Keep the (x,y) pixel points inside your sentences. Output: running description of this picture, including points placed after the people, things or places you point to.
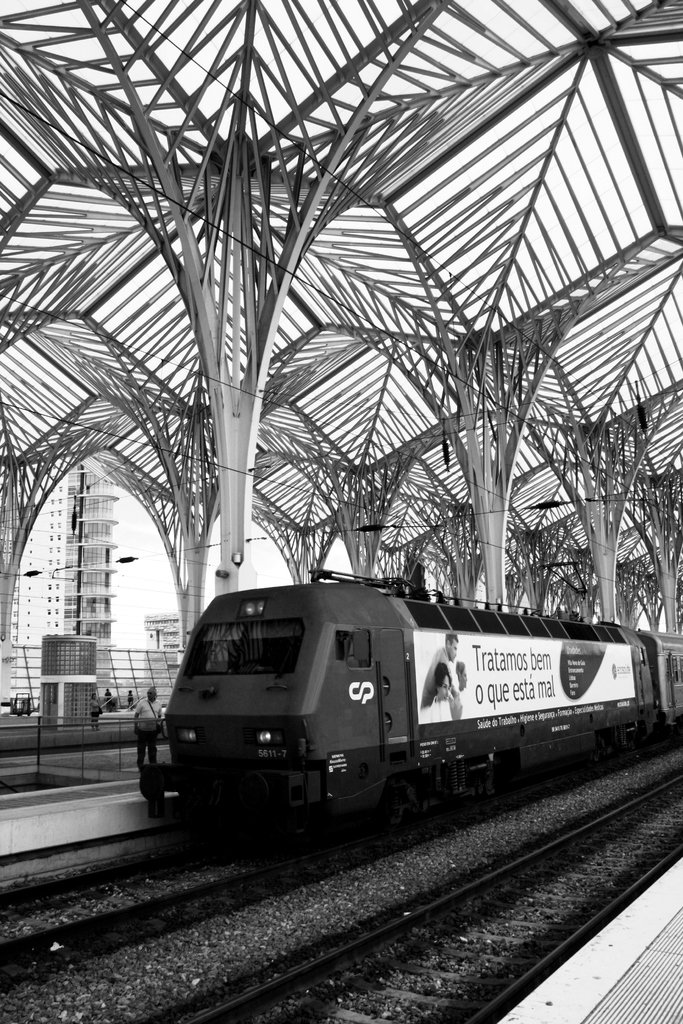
In this picture I can see a train (374,728) on the track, side we can see people (155,688) standing and also we can see some buildings (153,624), iron fencing (195,152) which is in the shapes of tree (381,475).
